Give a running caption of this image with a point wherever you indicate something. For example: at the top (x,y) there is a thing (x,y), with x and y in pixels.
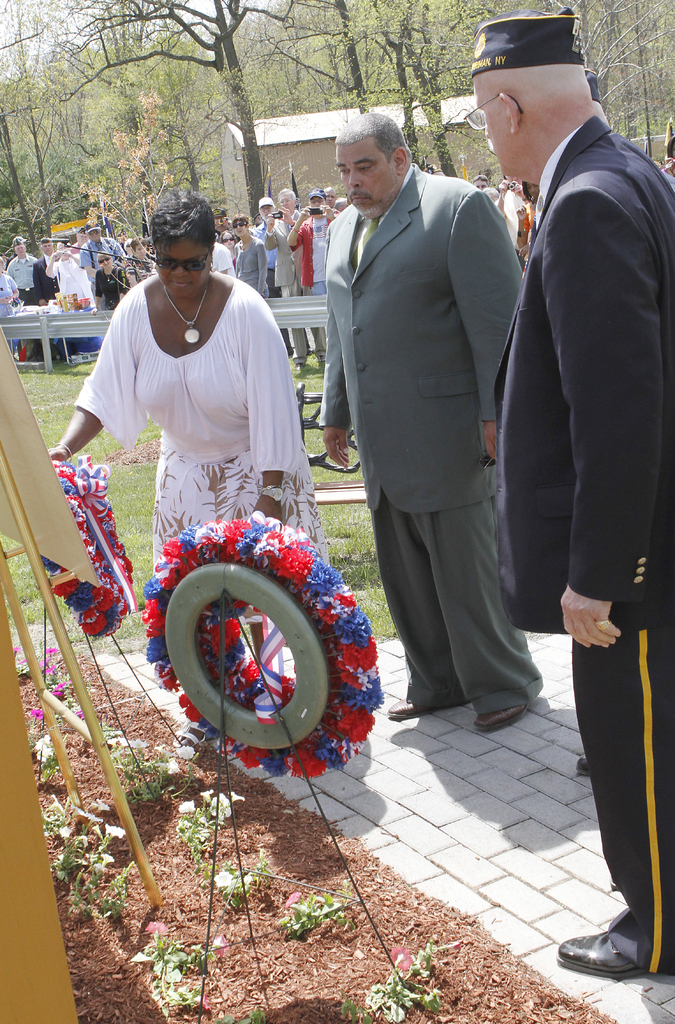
In this image in the foreground (200,458) there are three peoples (185,361), garland (85,533), rope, plants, flowers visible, in the middle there is a fence (32,339), in front of fence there are few peoples (317,339) standing, some of them holding mobiles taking the picture, there is bench (301,386) visible on the ground (346,523) in the middle (351,494), at the top (242,123) there are some trees (232,91), house (288,162) visible.
